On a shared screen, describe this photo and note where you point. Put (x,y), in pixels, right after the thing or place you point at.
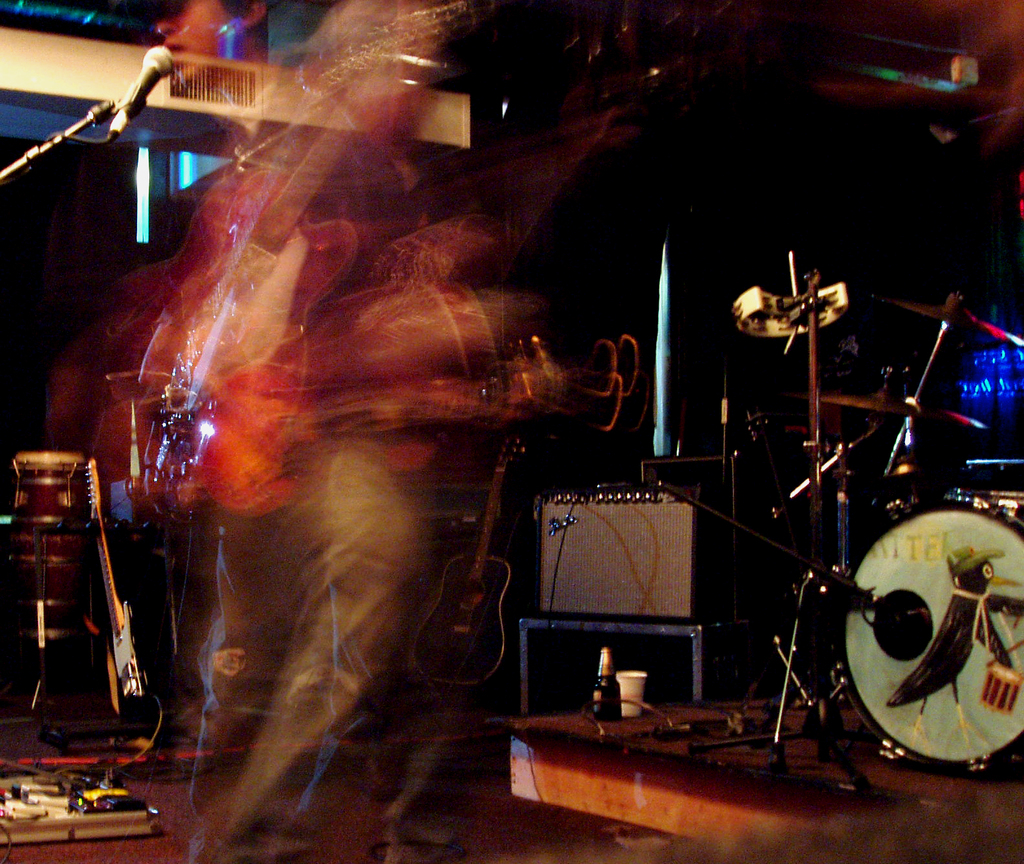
In this picture we can see a blurred person (302,548) and in front of the person (302,548) there is a microphone (155,63) and behind the person (305,515) there is a bottle (611,682), cup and some music instruments (916,670).
